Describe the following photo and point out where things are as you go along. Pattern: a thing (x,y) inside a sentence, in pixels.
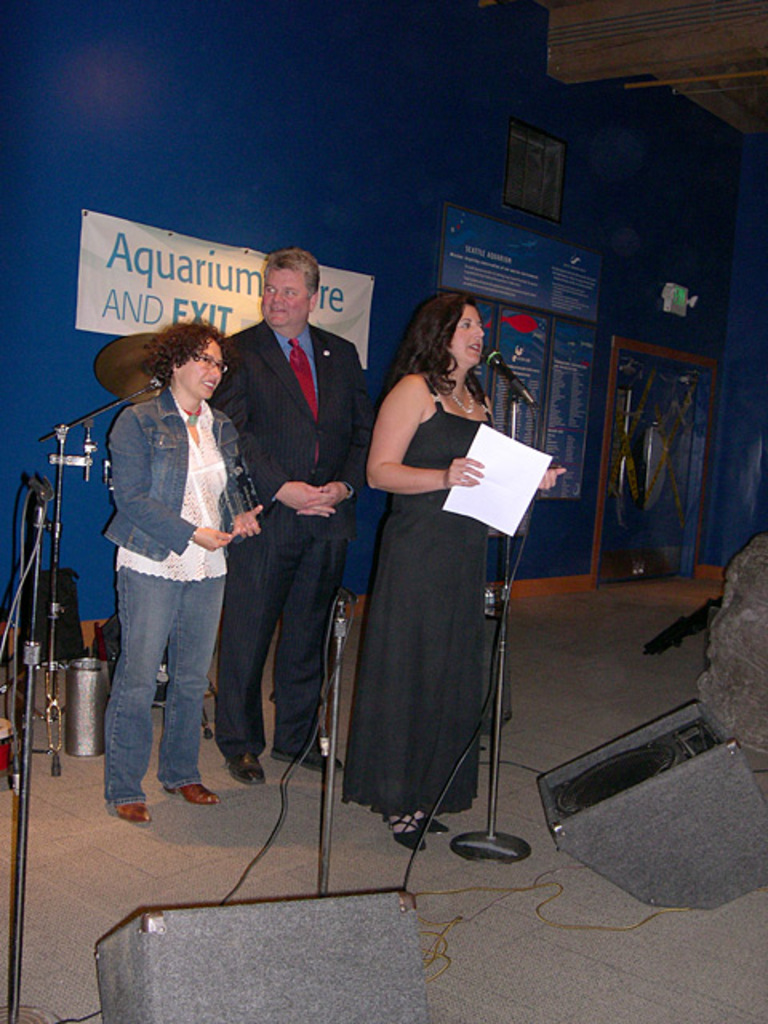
In this picture we can see there are three people (255,398) standing and a woman (458,376) in the black dress (430,660) is holding a paper (489,469). In front of the people (310,611) there is a microphone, stands (498,747), cables (12,697) and some music systems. Behind the people (468,576) there are some objects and a wall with banners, boards (522,362) and a signboard (671,309).
